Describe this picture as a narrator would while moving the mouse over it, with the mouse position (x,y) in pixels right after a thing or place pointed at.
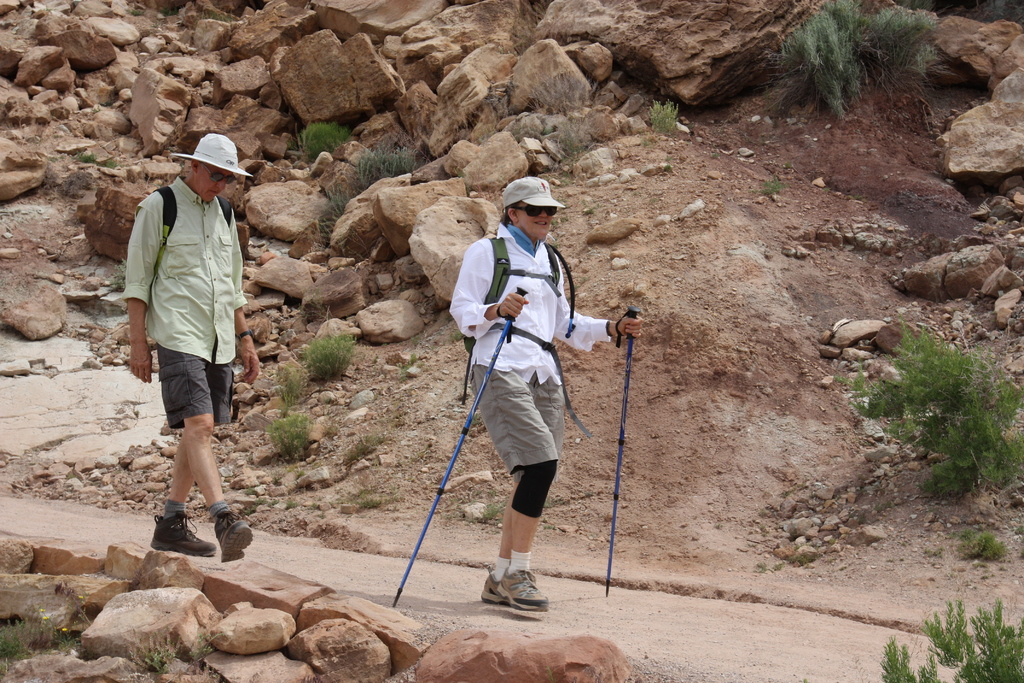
In this picture we can see a person (532,273) wearing a cap (535,202), goggles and holding sticks (624,379) in the hands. We can see a man (201,146) wearing a hat (236,151) and goggles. Both are walking on the path (497,617). We can see a few stones (287,578), some grass (24,641) and plants (873,75).
